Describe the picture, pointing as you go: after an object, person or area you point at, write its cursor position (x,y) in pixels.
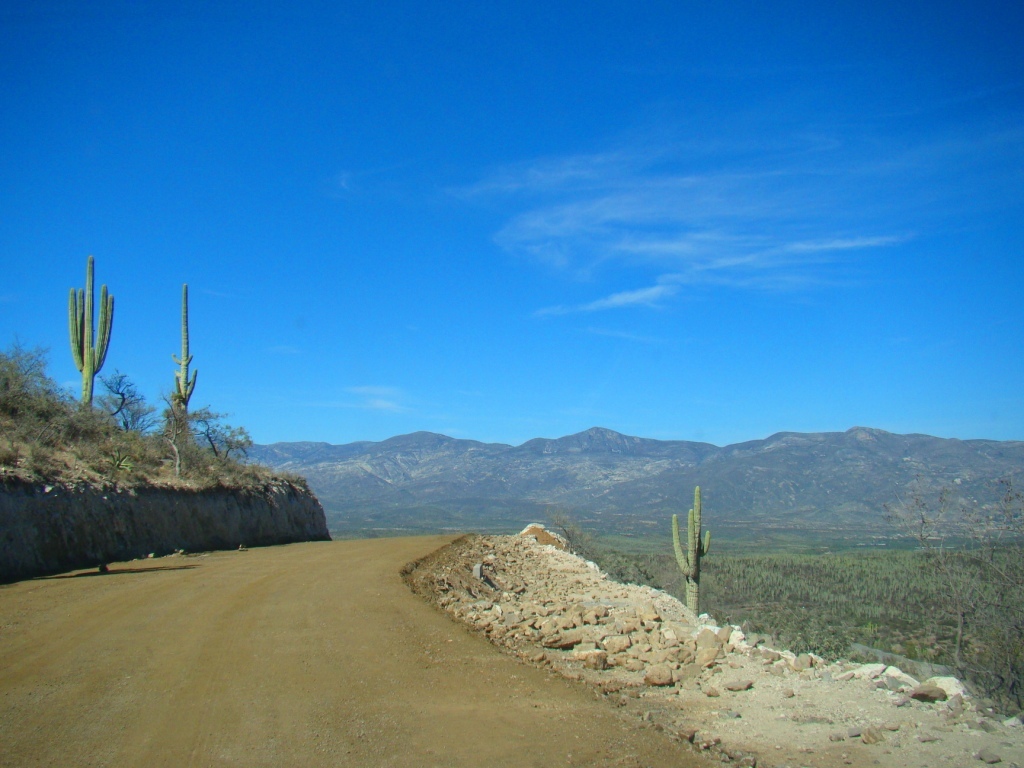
This picture is taken from the outside of the city. In this image, on the right side (1004,624), we can see some plants (707,534), stones (735,645). On the left side (96,456), we can see some trees (135,414), plants (47,411), rocks (112,544). In the background (294,468), we can see some rocks (622,457), trees (975,556), plants (935,553). At the top (533,183), we can see a sky (603,228) which is in blue color, at the bottom (307,669), we can see some grass (955,616) and a land (251,660) with some stones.
